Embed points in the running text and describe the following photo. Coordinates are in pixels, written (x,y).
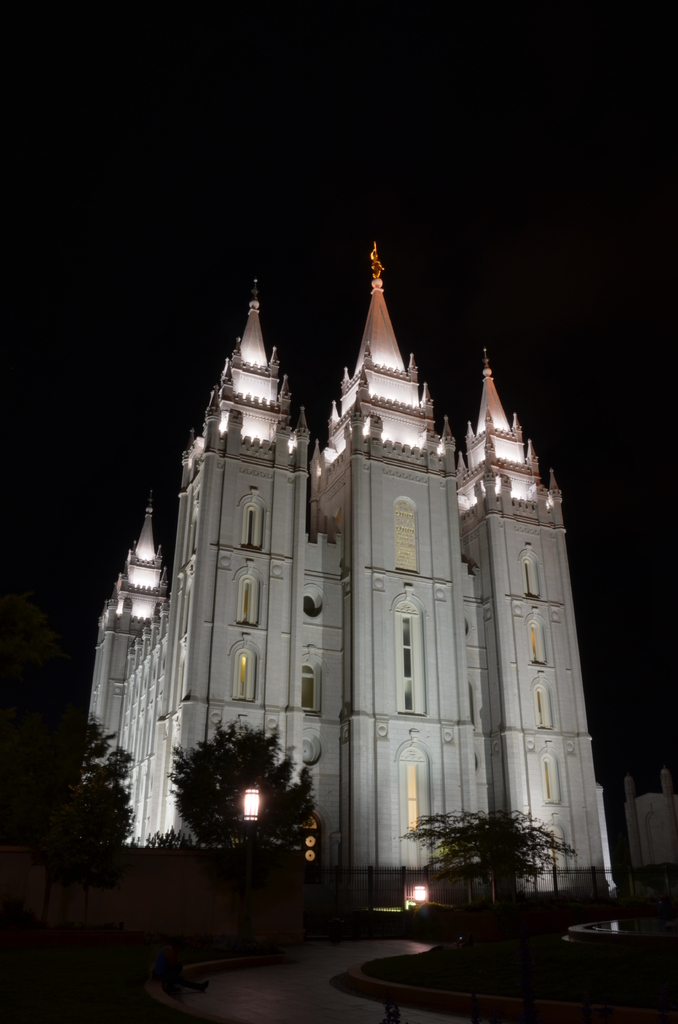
In this picture there is a church (269,548). In front of the church (211,607) we can see trees (5,844), plants (652,905) and street light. On the bottom right (642,820) there is a building (644,839) near to the church (583,819). At the top (242,167) we can see darkness (610,108).
